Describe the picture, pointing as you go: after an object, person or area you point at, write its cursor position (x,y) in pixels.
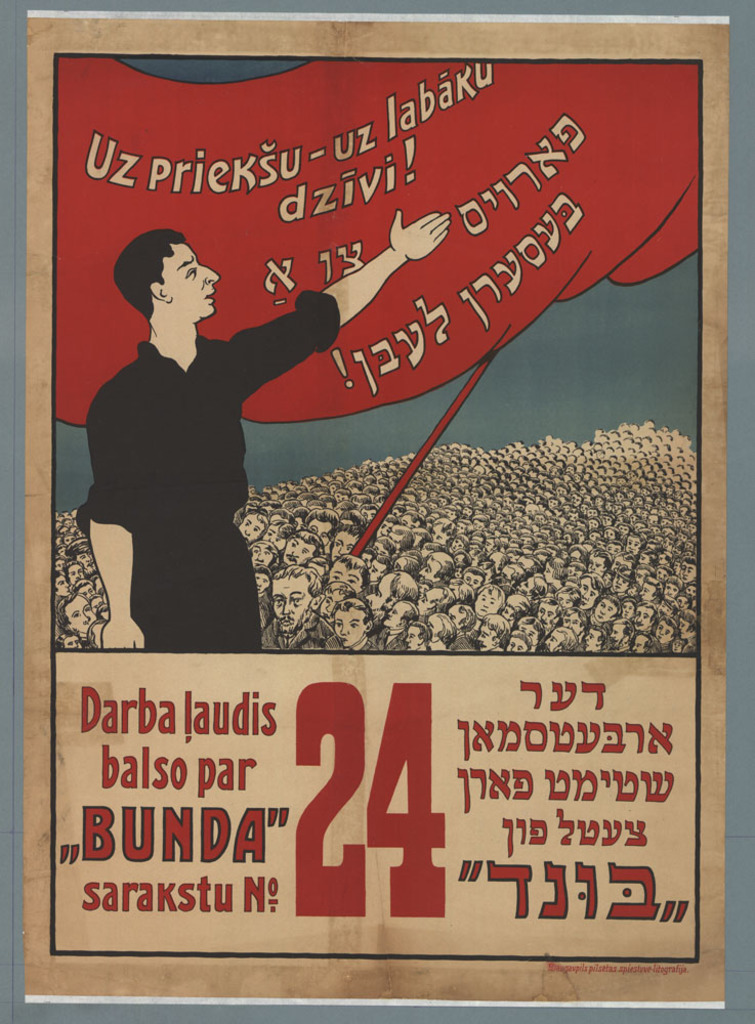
In this picture I can see a image of a persons (411,582) and some text (222,862).
